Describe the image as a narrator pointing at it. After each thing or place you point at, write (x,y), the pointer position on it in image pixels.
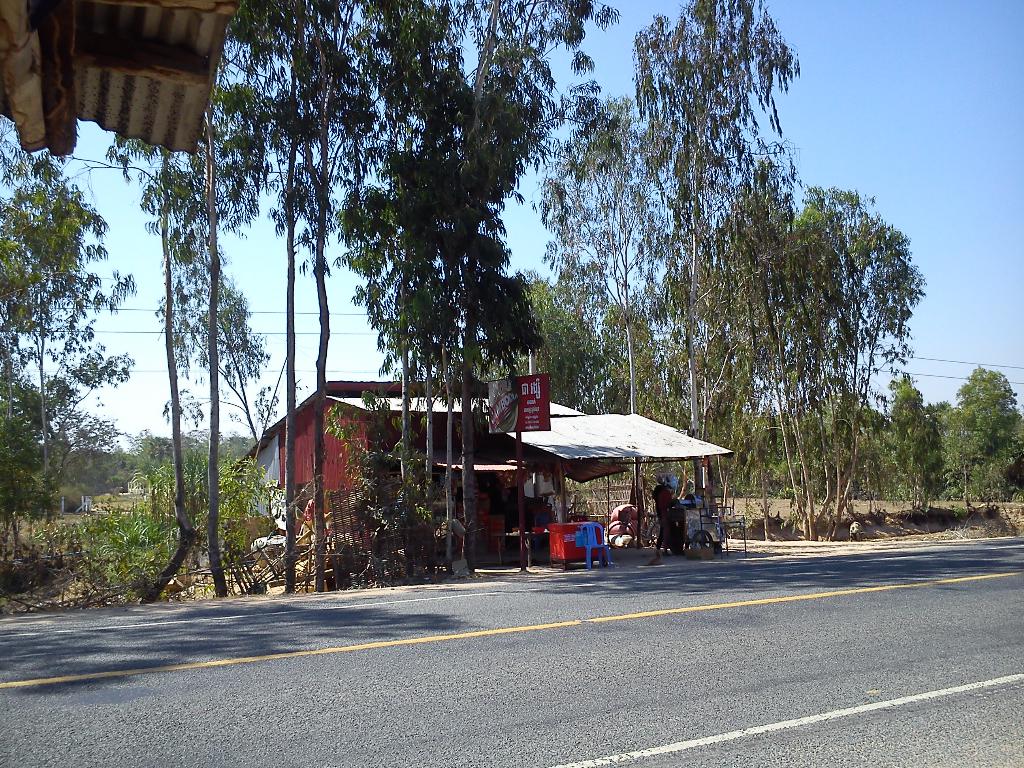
In this image we can see a road (493,626), shop (580,473), a person (668,511), chair (588,533), table (550,542), wooden pieces (274,553) and trees (295,347). At the top of the image (113,81), we can see a shed (79,98) and the sky (879,98).
